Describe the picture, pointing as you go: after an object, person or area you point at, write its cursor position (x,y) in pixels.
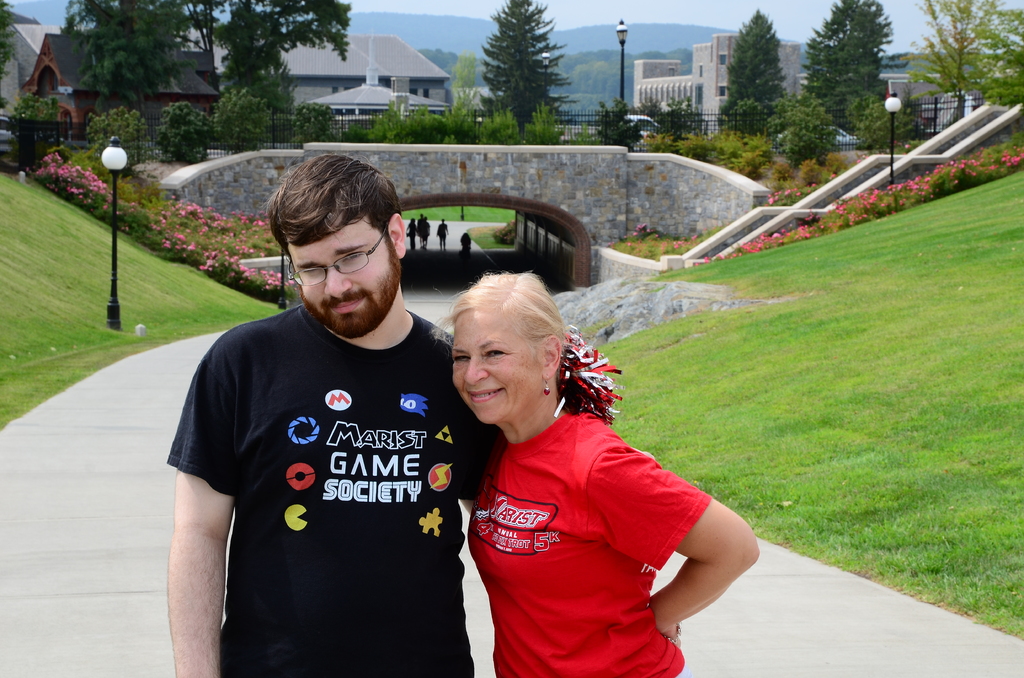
In this picture we can see a man (365,605) wearing a black t-shirt (379,550) standing in the front, smiling and giving a pose to the camera. Beside there is an old woman (530,530) wearing a red t-shirt (578,545) and smiling. Behind we can see green lawn (41,250) on both sides. In the background (282,68) we can see arch bridge (228,186), shed houses (409,87) and some trees (815,124).
